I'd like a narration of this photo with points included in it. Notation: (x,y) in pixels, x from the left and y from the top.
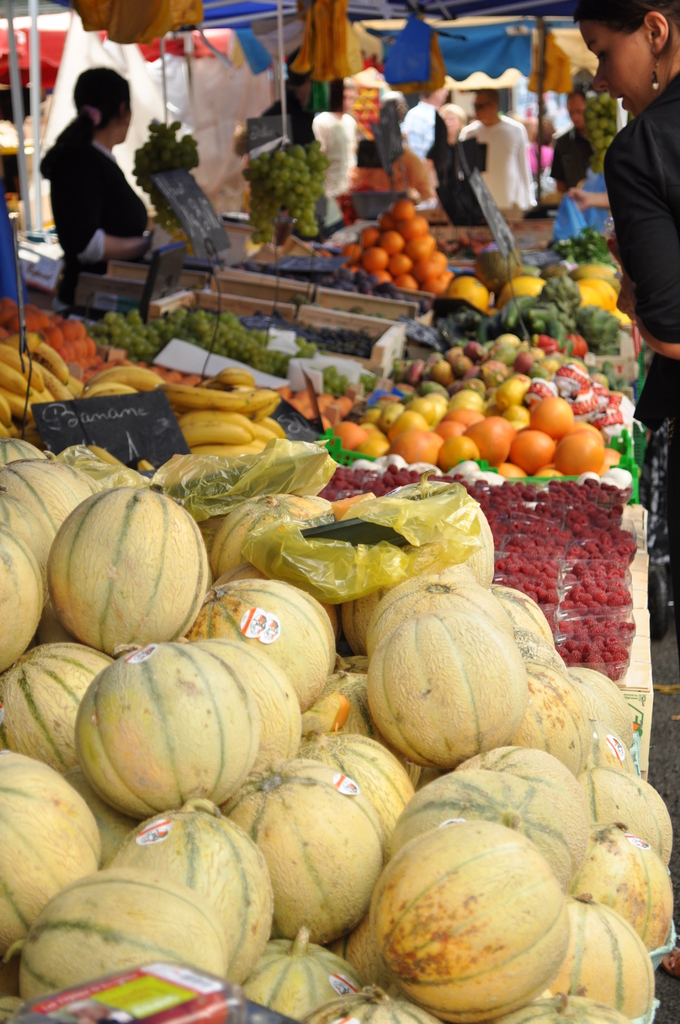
In this image there are tables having fruits (321,644), baskets (287,292) and few objects (512,316). In the basket (296,290) there are fruits (336,279). There are price boards (122,435) on the fruits (512,366). There are people (575,96) under the tents (375,11). Right side (665,186) there is a woman (651,186) standing on the floor (669,697). There are few fruits (275,181) hanging from the roof (461,46) of the tent (246,25).
